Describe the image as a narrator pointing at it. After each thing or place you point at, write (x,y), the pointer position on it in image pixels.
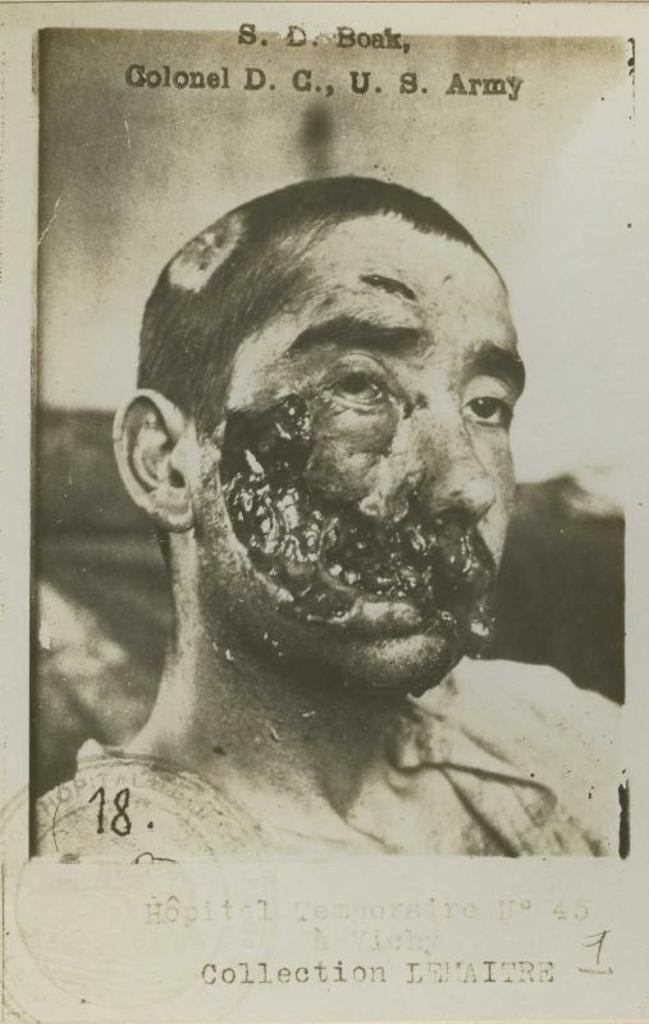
In this image, we can see photo of a picture contains depiction of a person (291,558) and some text (534,903).
